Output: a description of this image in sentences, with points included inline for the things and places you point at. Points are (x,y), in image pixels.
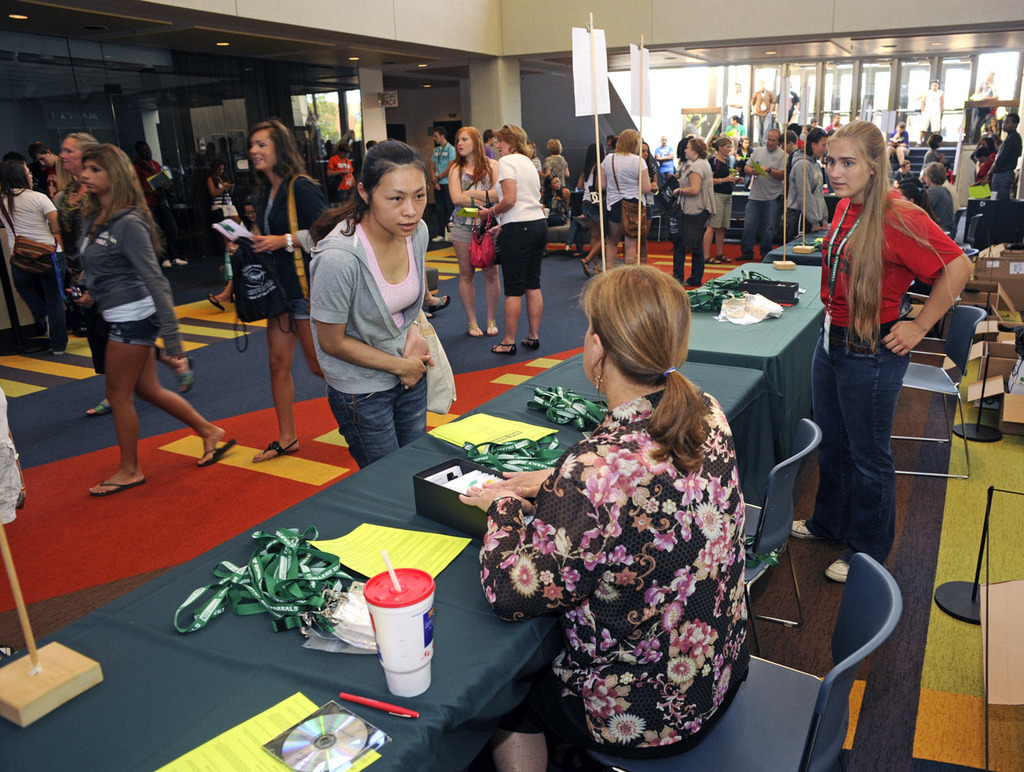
this is an indoor picture. Here we can see lights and this is a floor carpet (111,551). here we can see all the persons (352,329) standing, walking. These are boards (608,88). This is a table (332,531) and on the table (180,684) we can see badges (315,617) and papers (432,548). This woman (635,643) is sitting on a chair (742,707) and talking to this person (360,330). We can see other woman (879,368) standing beside to this woman (608,549).
